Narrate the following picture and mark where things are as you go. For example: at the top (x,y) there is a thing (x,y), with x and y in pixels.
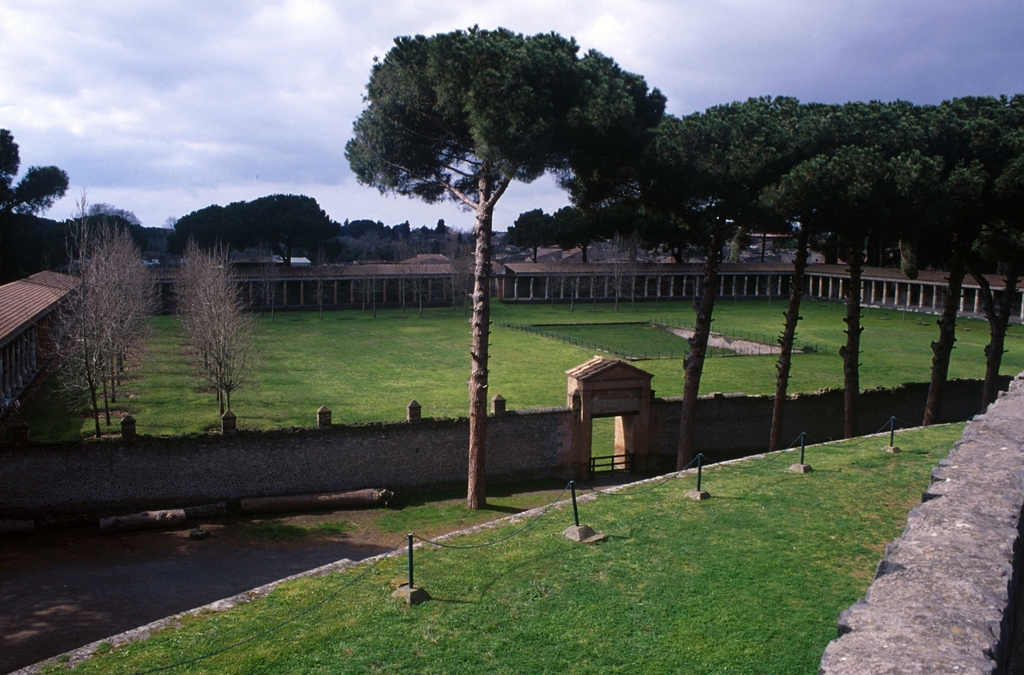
In this image we can see grass (178,377), pillars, trees (120,298), fencing (813,441), buildings (297,272), wall (403,440), sky (322,142) and clouds (193,51).
